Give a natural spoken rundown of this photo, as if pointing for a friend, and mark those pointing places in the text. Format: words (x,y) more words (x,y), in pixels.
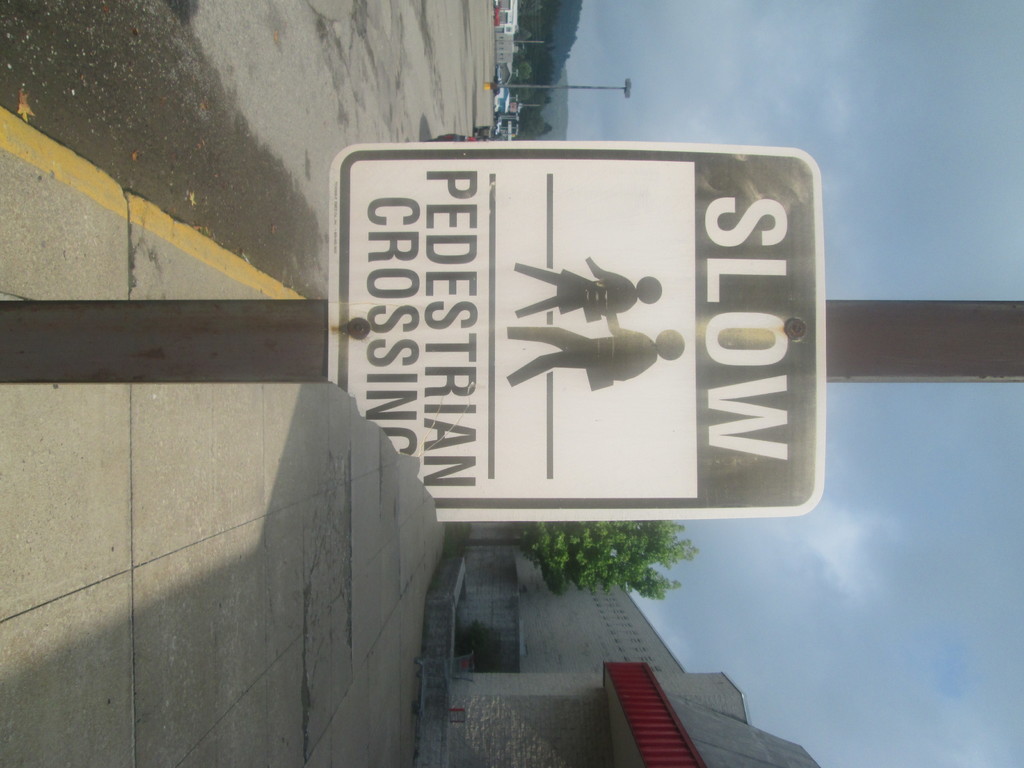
In this picture I can see a caution board (529,388) with some text (389,393) to the pole (844,343) and I can see buildings (529,616) and trees (542,562) and a pole light (564,89) and I can see blue cloudy sky (844,73).
